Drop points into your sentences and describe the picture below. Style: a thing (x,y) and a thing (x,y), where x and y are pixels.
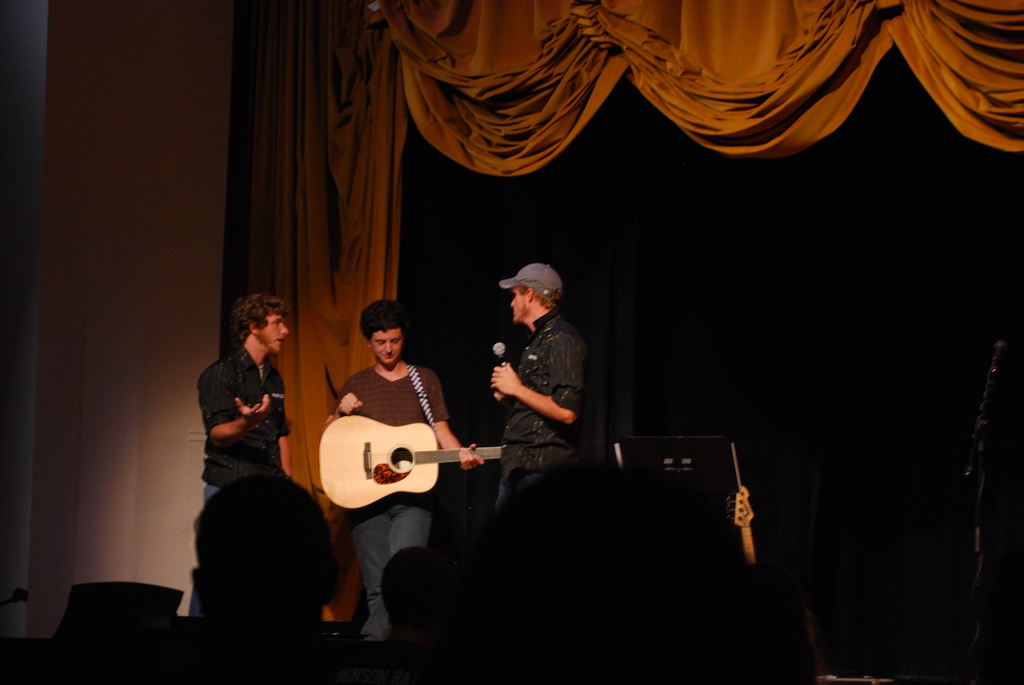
As we can see in the image there is a wall (147,196), curtain (594,29) and three people (433,378) standing on stage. The man (376,335) who is standing here is holding guitar (392,457) in his hands (475,455).
